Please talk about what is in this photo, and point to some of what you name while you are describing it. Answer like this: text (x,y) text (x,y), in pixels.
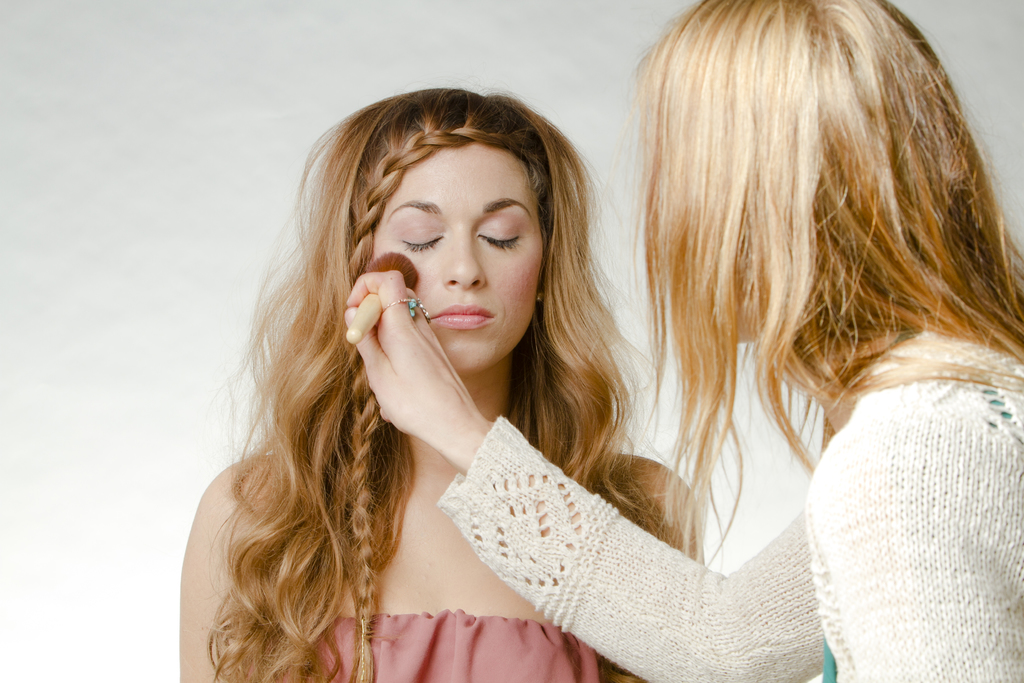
Here we can see two women (716,206) and she is holding a brush (355,325) with her hand (440,381). There is a white background (21,186).
